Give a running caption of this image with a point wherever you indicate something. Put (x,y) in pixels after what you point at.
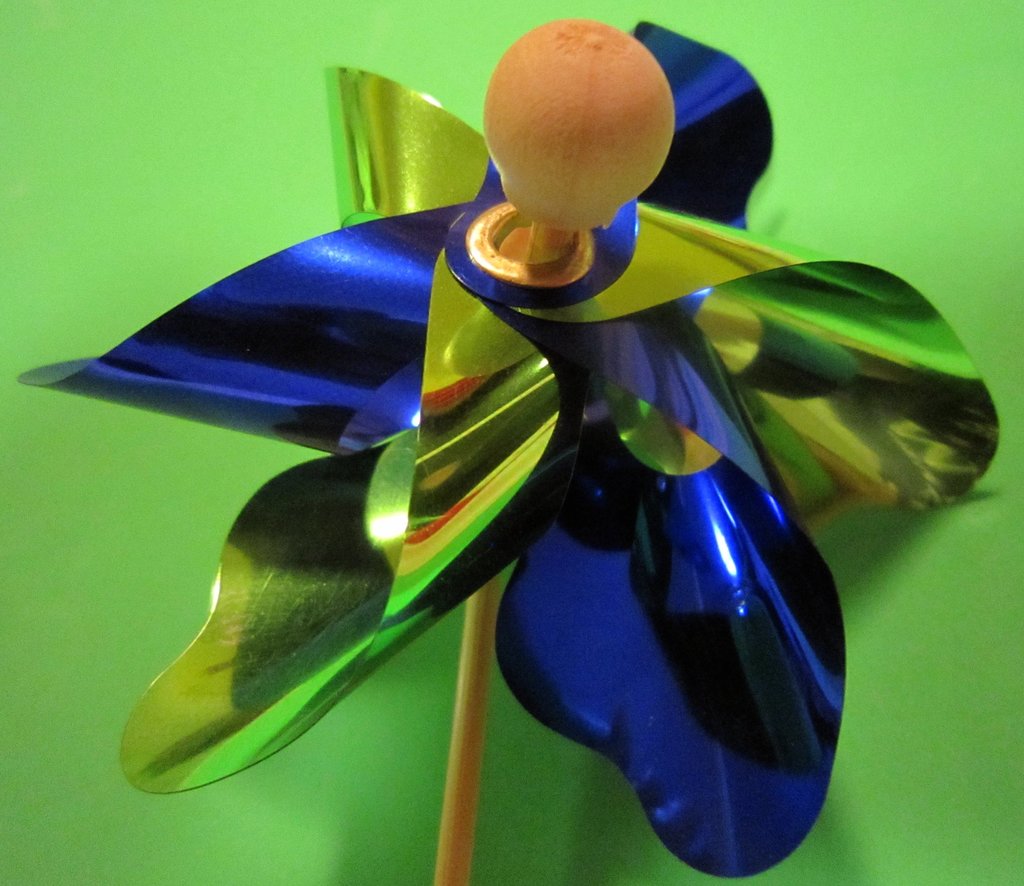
In the center of the image (473,512) we can see an object (530,455) and the background of the image (49,183) is in green color.
